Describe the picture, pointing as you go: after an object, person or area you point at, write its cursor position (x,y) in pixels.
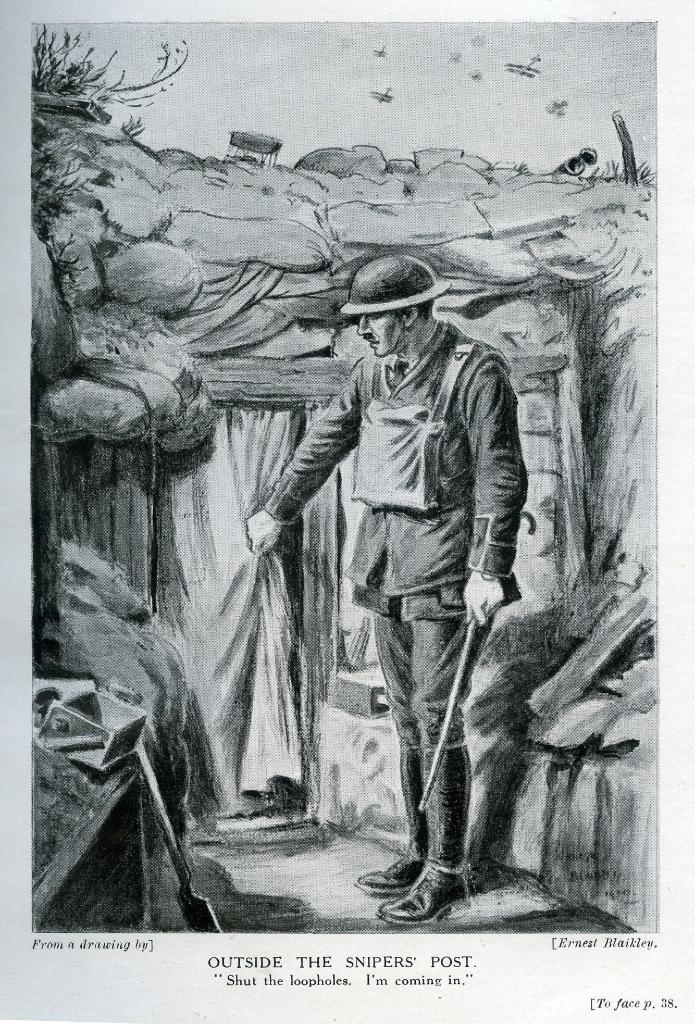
In this picture we observe a portrait of a man (429,613) who is dressed in uniform (431,343) and opening the curtain (249,446) and in the background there are sandbags (562,262).
